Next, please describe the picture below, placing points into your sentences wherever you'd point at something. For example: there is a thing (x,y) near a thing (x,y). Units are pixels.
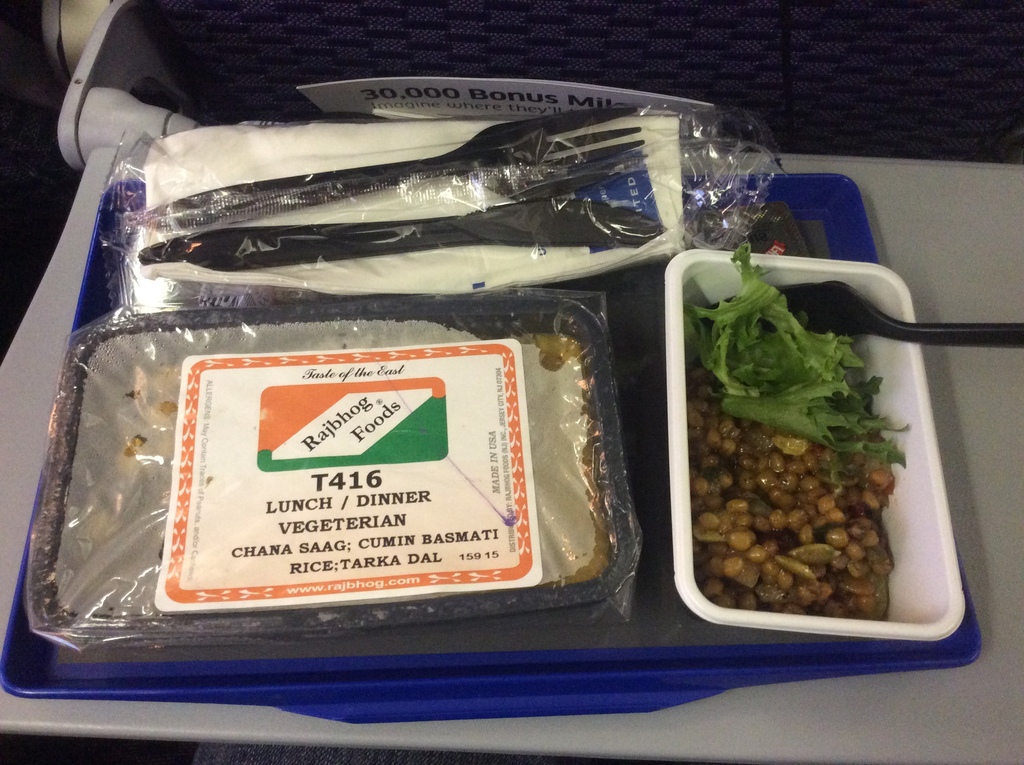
In this image I can see the boxes (482,460) with food (691,468) in it. To the side I can see the forks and the board (396,106). These are on the blue color tray (385,653). The tray (436,661) is on the white color surface (799,721).
